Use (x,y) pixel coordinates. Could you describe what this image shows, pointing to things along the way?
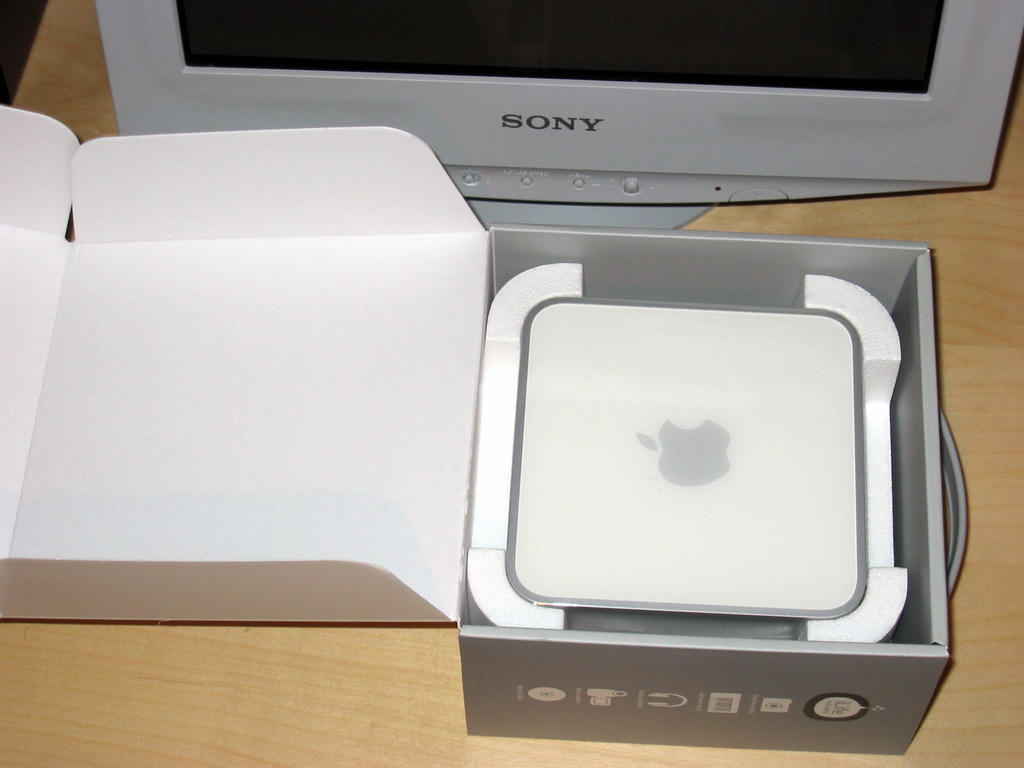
There is a box (889,305) which has an apple gadget (658,436). Behind that there is a monitor (597,93).
